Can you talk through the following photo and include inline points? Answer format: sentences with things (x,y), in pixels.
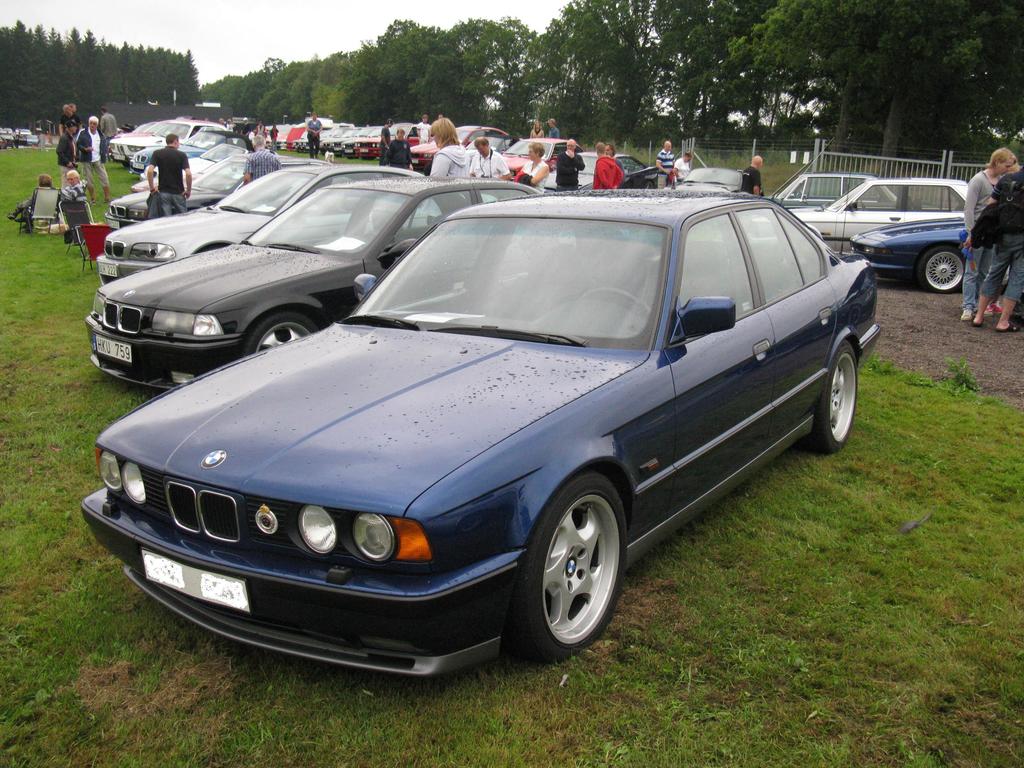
In this image I can see few cars (237,360). I can also see few persons (477,163) some are standing and some are sitting, background (116,75) I can see trees (576,64) in green color, sky (198,23) in white color, in front (358,427) I can see car (377,364) in blue color.
